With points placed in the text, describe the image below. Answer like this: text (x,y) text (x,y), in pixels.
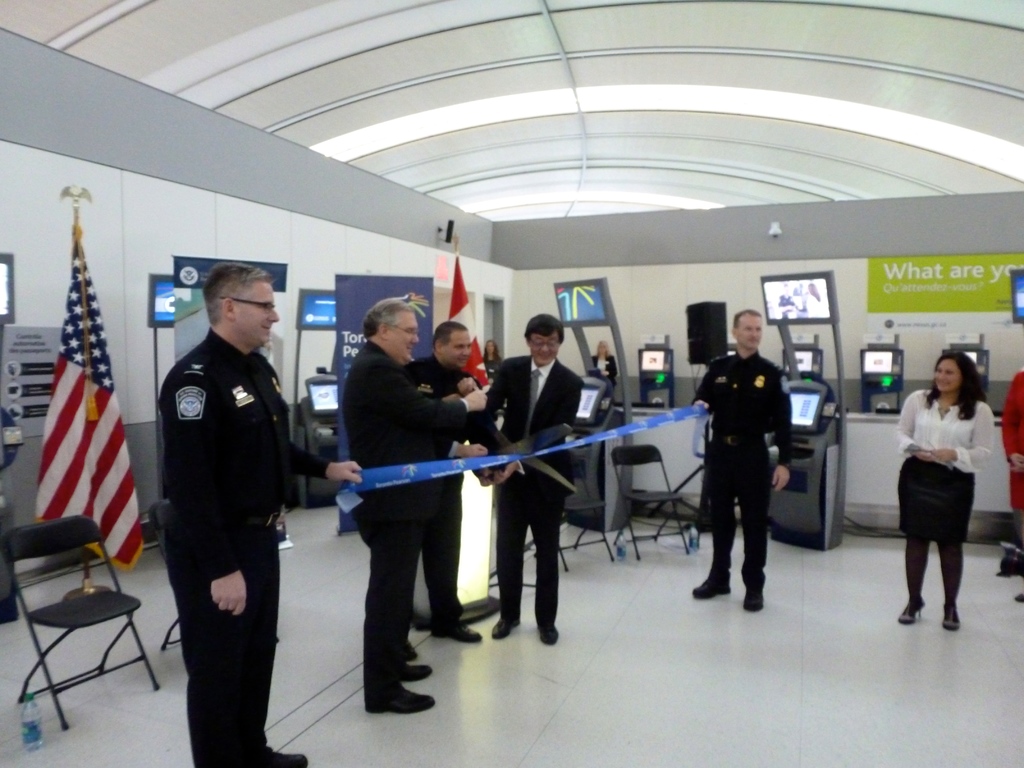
In this image we can see the person (731,383) standing on the floor (409,716) and holding the blue color ribbon (669,415). We can also see the persons (516,371) holding the big scissor (494,438). There is also a woman (963,438) on the right (973,430) standing and smiling. In the background (890,284) we can see the machines (798,354), banners (365,313) with text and also the flags (110,375) and some empty chairs (577,496). We can also see the wall (327,167) and also the ceiling (584,33) for shelter. On the left (29,717) there is a water bottle (26,734) on the floor (53,741).
